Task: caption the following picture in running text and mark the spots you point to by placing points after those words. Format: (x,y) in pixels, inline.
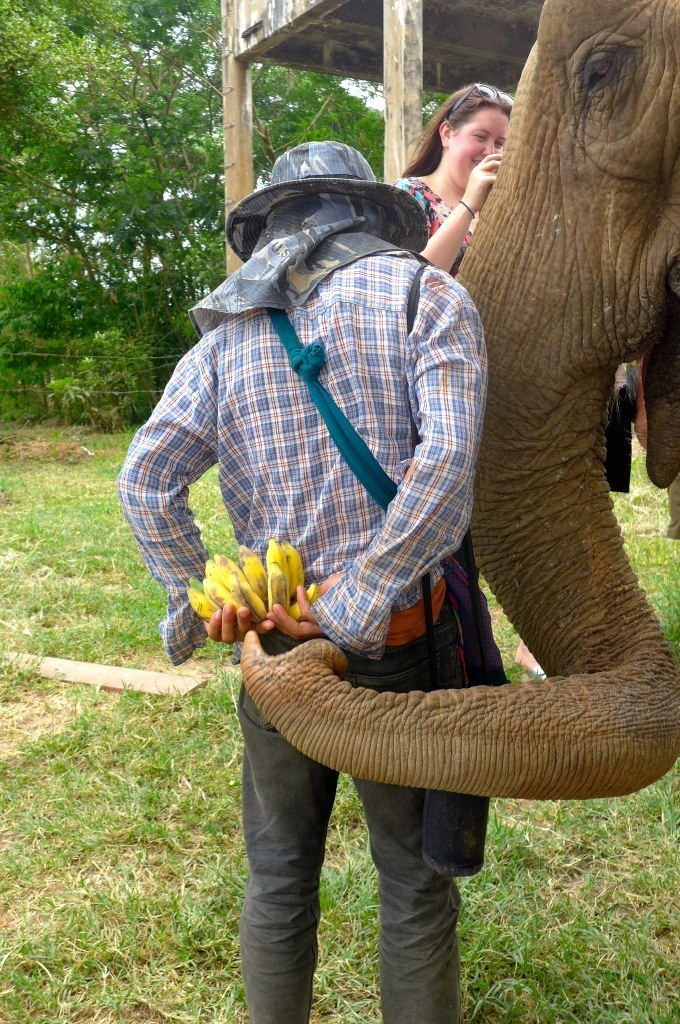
In this image we can see an elephant (634,621) which is in brown color, we can see a person (295,461) wearing blue color dress (319,440), hat (285,188) holding bananas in his hands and we can see a lady person (422,145) standing near the elephant (543,246) and in the background of the image (64,312) there is a house (471,49) and there are some trees (367,111).
